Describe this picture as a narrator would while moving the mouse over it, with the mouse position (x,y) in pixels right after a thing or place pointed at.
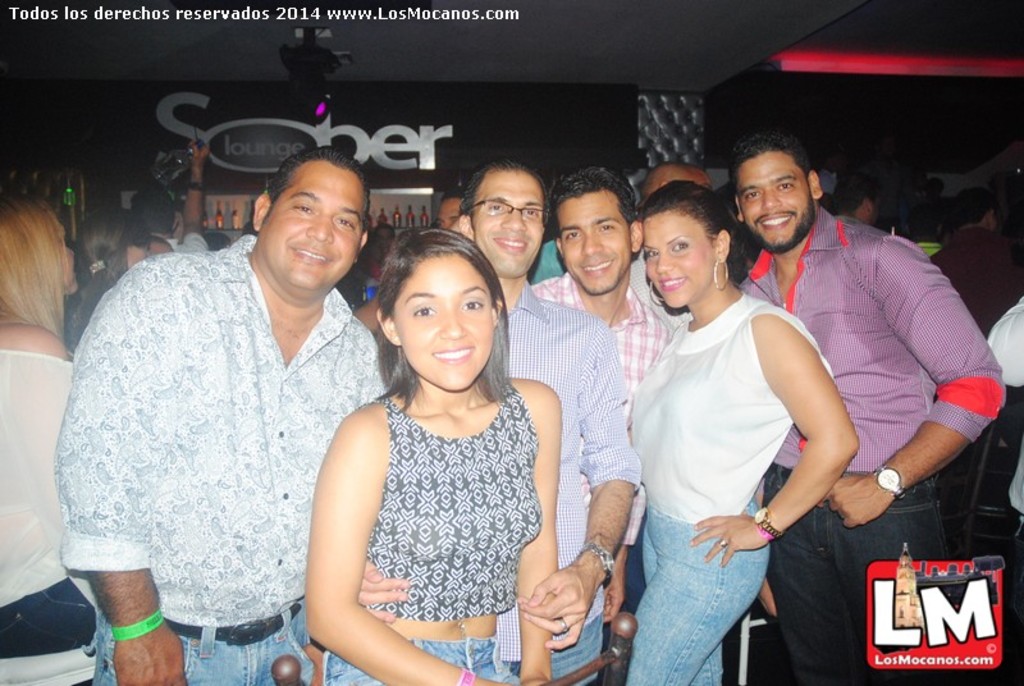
In the image we can see there are many people (623,311) around, they are standing, wearing clothes (302,448) and some of them are smiling and wearing a wristwatch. We can even see there are bottles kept on the shelf (391,203) and here we can see the text (361,157). On the bottom right (885,608) and left top we can see the watermark (883,620).
